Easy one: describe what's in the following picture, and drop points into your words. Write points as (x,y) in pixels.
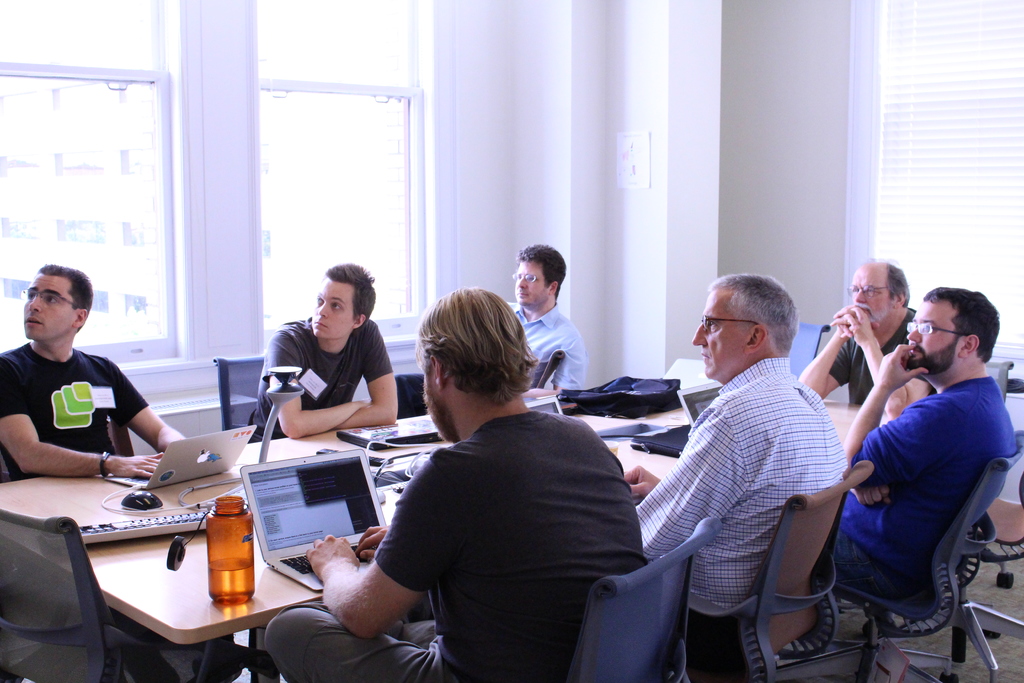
There are group of people (987,305) sitting around a table (162,544) operating laptops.
